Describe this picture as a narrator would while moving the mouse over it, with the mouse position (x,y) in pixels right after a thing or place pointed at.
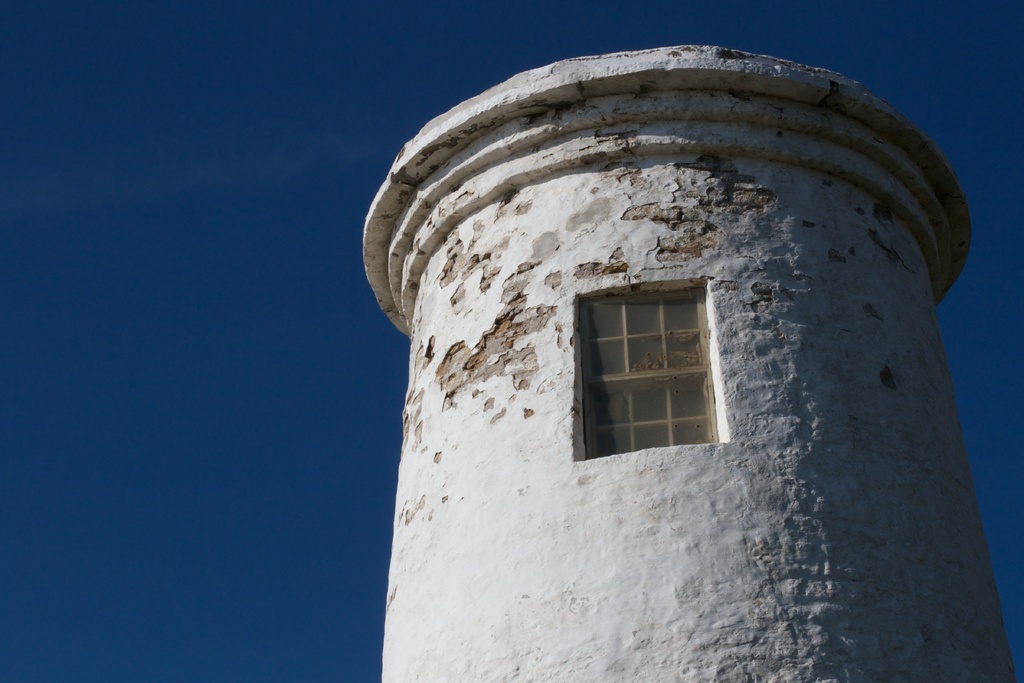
In this image we can see a tower (688,561) and a window (647,395). In the background (172,542) there is sky (861,81).
